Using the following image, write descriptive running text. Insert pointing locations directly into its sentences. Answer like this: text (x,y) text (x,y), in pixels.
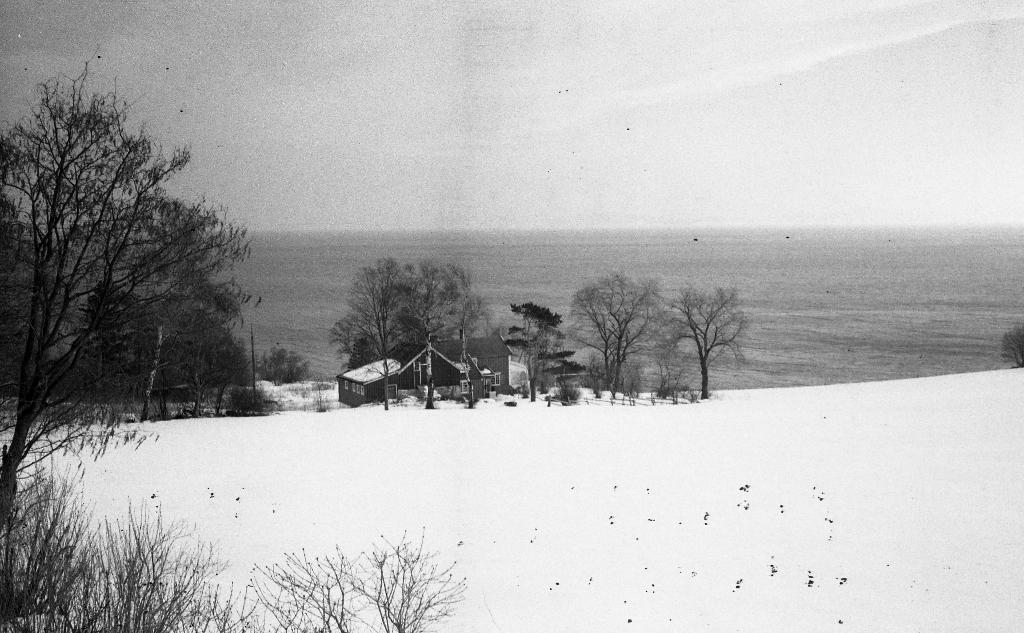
This is a black and white image. We can see a house (415,372). There are a few trees (427,328), plants (37,534). We can see the ground (329,500) covered with snow (728,553). We can also see a pole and the sky (818,110). We can see some water (809,315).
